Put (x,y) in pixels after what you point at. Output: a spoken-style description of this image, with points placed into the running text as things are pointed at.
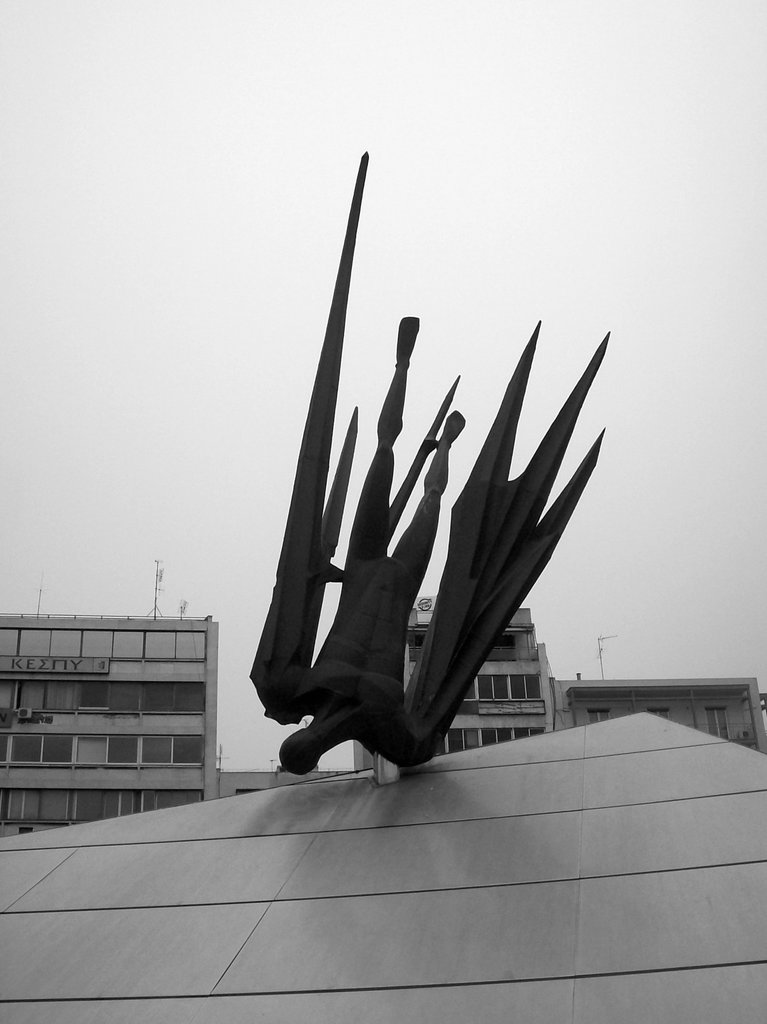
This is a black and white image. I can see the buildings (509,707) and a sculpture (375,729) on a surface (450,836). In the background (436,584), there is the sky (568,301).
